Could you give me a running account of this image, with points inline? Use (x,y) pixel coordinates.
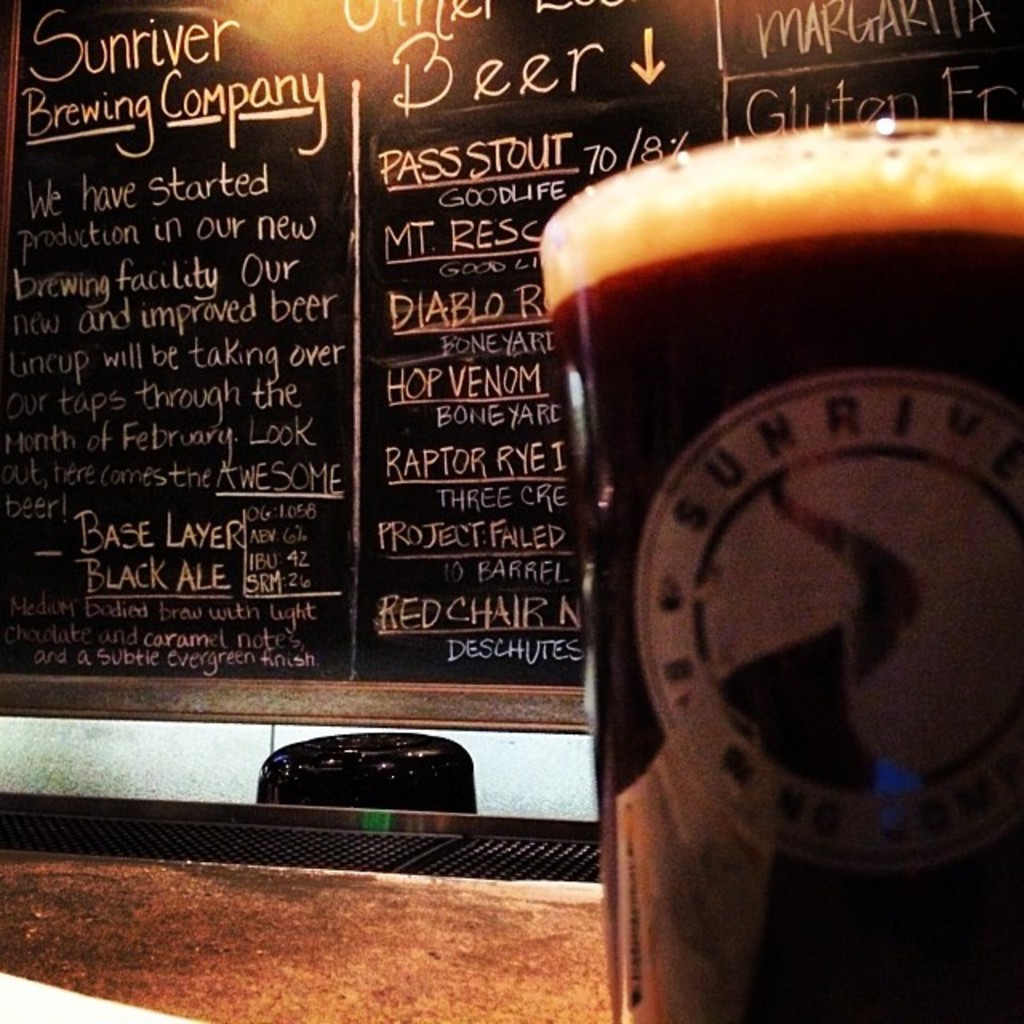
In this picture there is a glass of drink (799,698) in the right corner (848,815) and there is something written on the black board (454,216) in the background (412,222).
